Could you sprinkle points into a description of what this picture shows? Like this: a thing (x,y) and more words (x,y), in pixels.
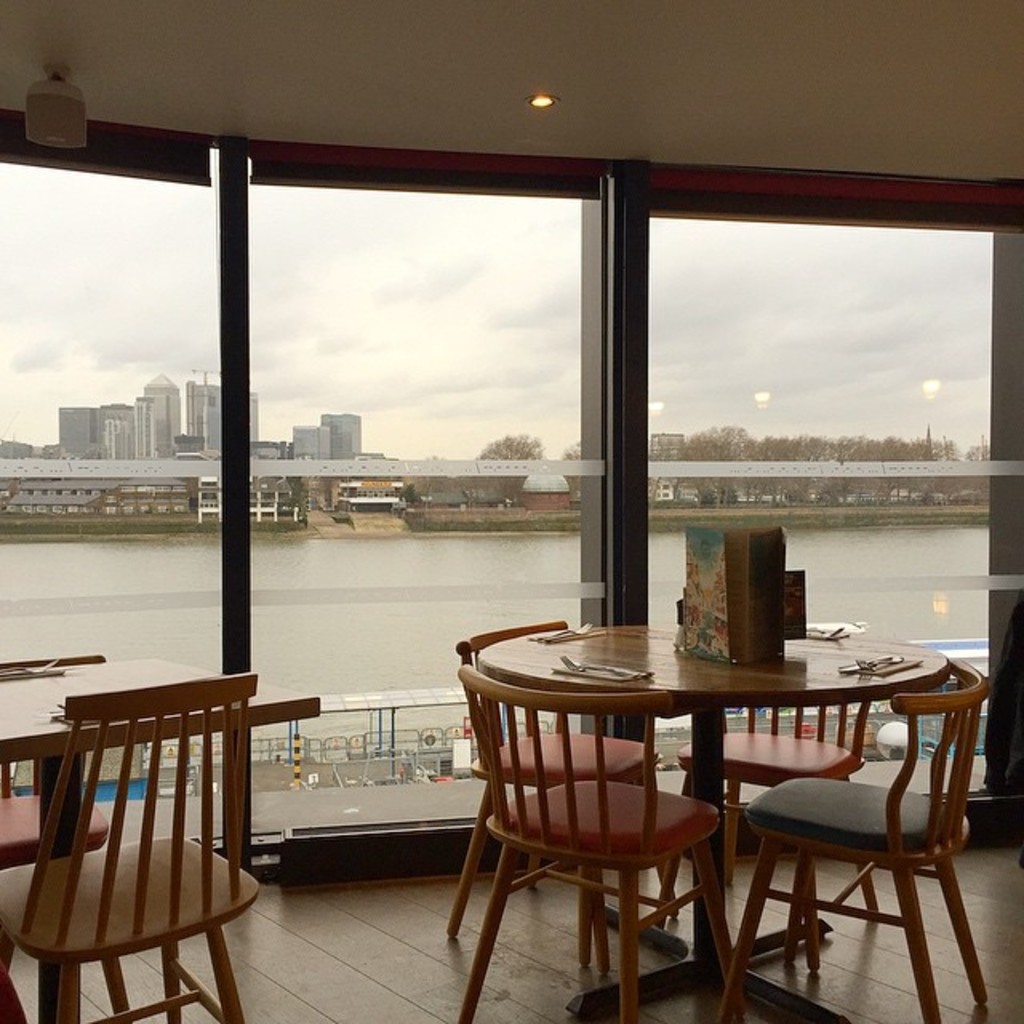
In this image there are tables (531,677) around the tables (509,676) there are chairs (549,784), in the background (127,605) there are glass doors (331,569) through that doors (189,580) lake (942,544), trees (901,489), buildings (359,502) and the sky (378,451) are visible.
